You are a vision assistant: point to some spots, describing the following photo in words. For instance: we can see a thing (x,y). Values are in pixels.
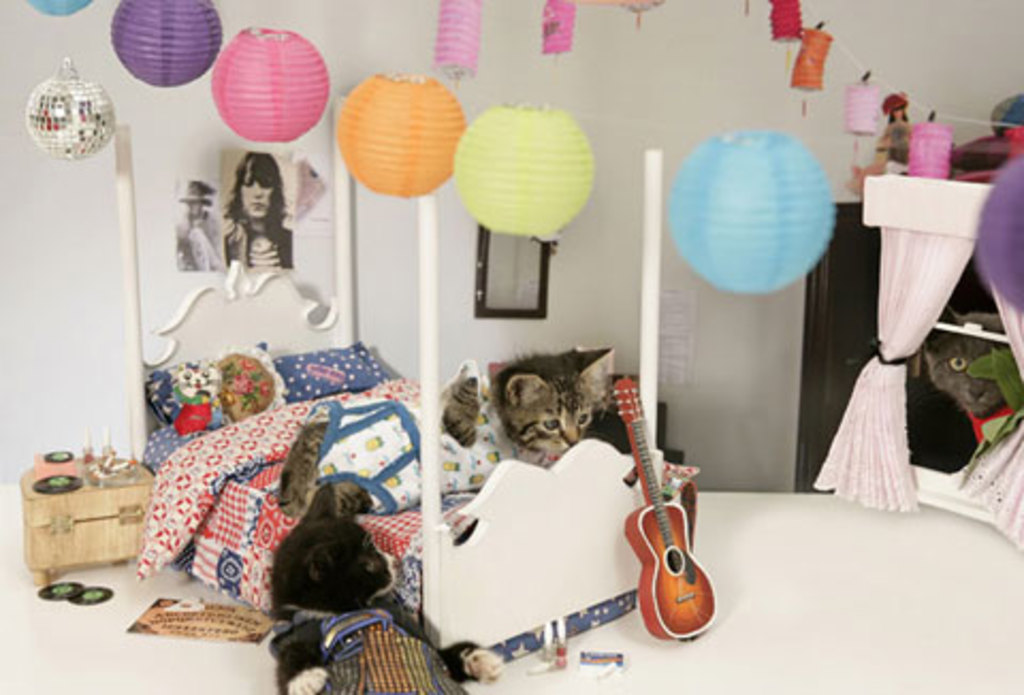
In this picture we can see a room (764,342) with bed (454,525) with bed sheet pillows (305,396) on it and aside to this we have a cat (513,376), guitar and in background (211,115) we can see wall (559,310) with frames (249,215), lanterns (703,165), curtains (897,287) to racks (836,361), door (836,361).
